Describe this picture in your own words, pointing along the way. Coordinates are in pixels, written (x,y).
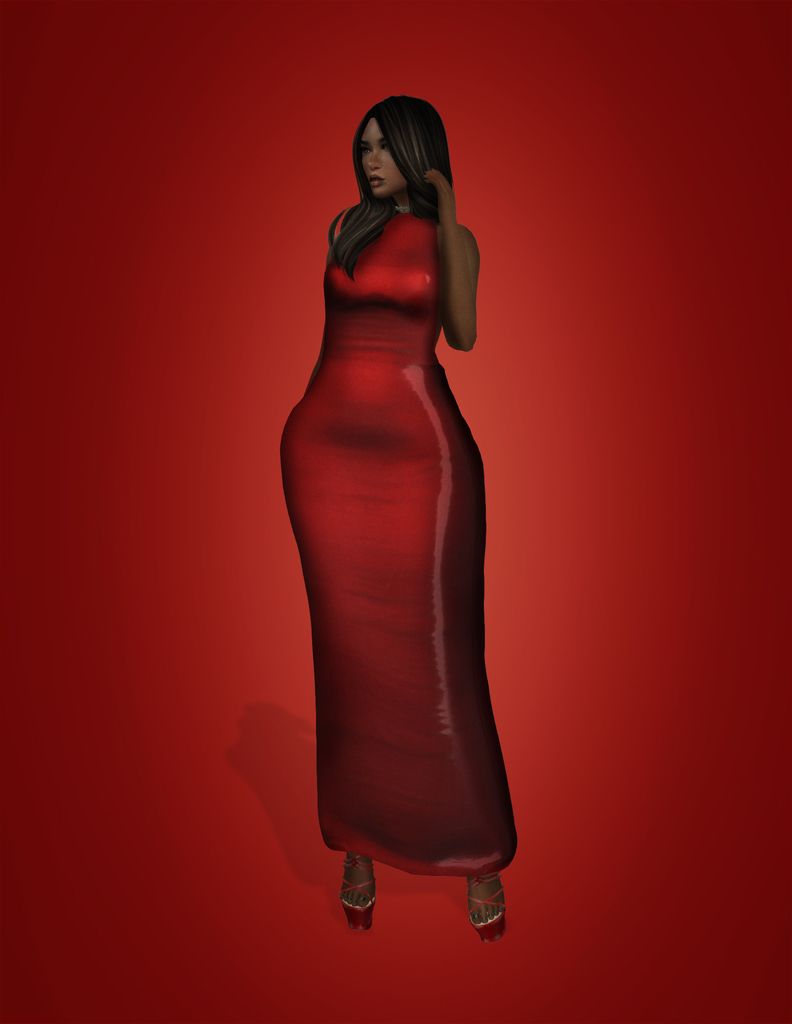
This is an edited image in which we can see a woman (483,827) standing on the surface (510,937).
